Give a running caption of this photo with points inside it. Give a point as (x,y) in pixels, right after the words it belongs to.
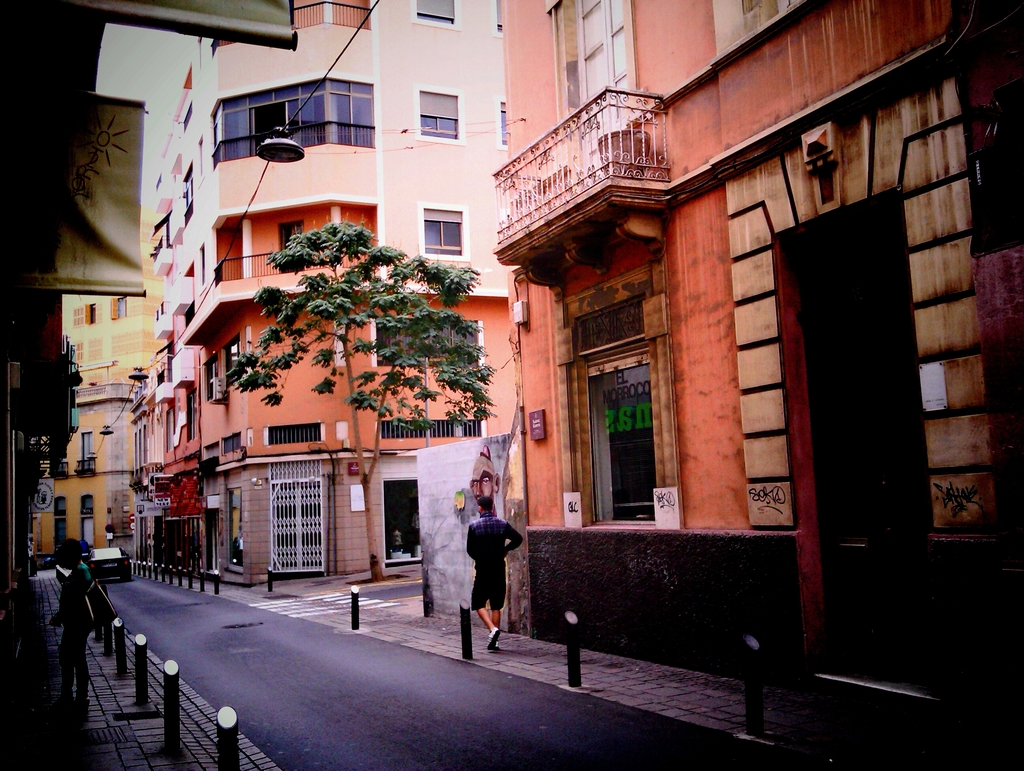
Here is a person (488,580) walking. These are the lane poles (136,660). I can see a car (120,572) on the road (185,598). These are the buildings (464,153) with windows (309,120). This looks like a banner (83,246) hanging. I can see another person (86,620) standing. This is a tree (333,301). I think this is a lamp (295,151) hanging to the rope (207,289).
